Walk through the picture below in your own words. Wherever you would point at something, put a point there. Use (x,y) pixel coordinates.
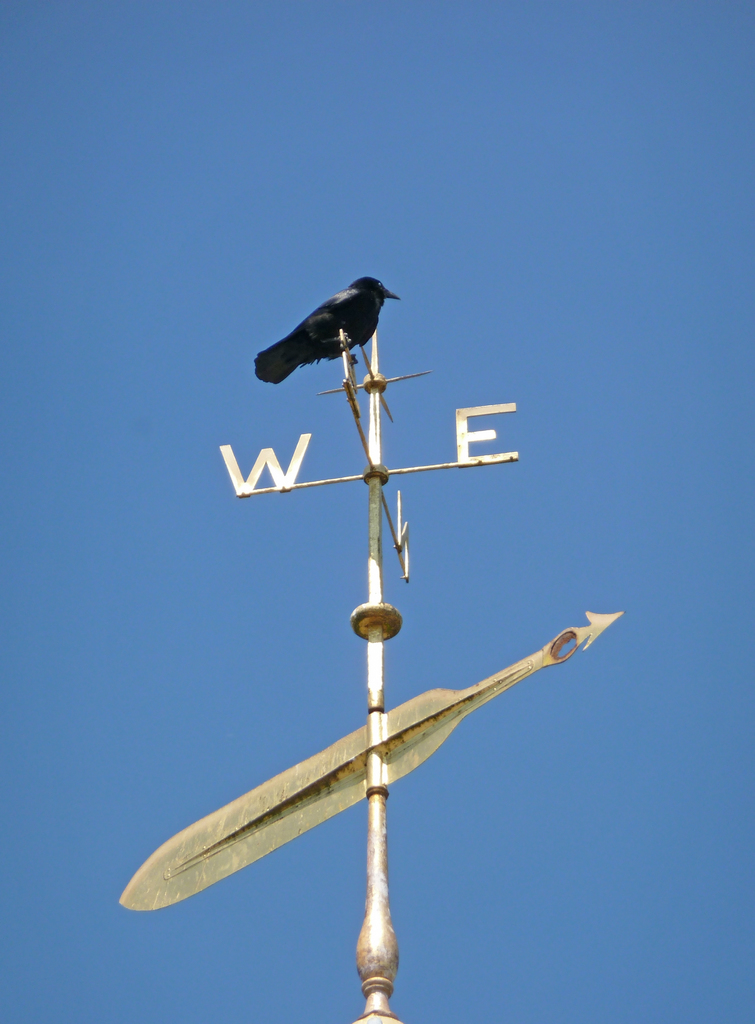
In this image, we can see a bird (289,354) on the direction pole (368,892). We can see the sky (486,562).
